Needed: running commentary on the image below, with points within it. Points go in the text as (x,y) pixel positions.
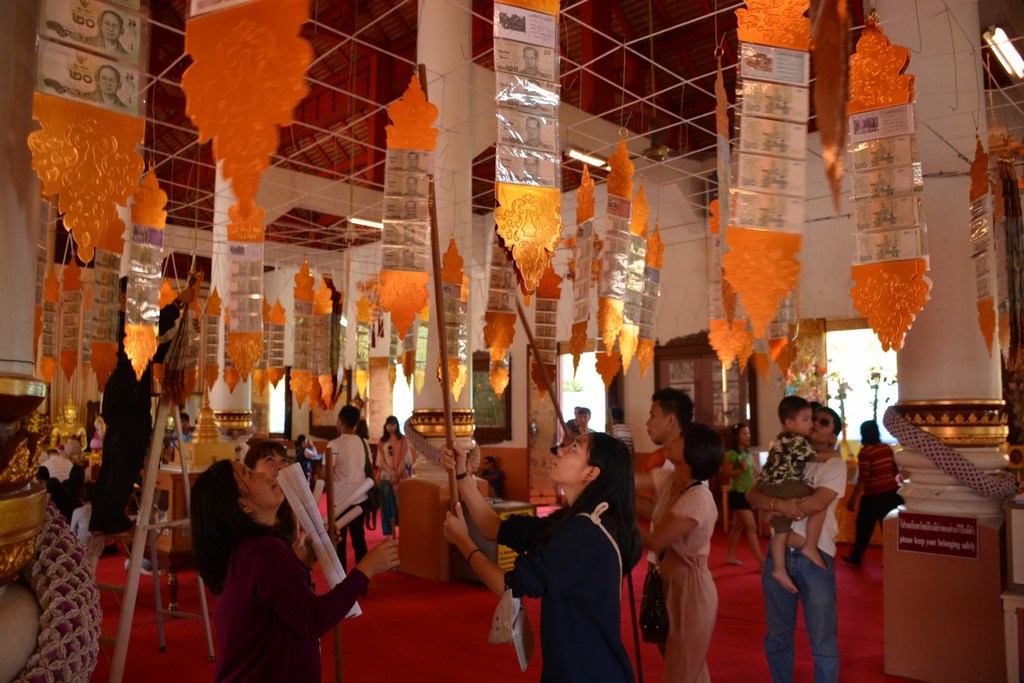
This picture is clicked inside. In the foreground (237,464) we can see the group of persons (467,505) holding some objects (293,506) and standing on the floor (747,604) and we can see the pillars (922,57) and there are some objects (876,57) hanging on the roof (587,14). At the top (610,46) we can see the ropes (640,46) and we can see many objects (855,457) are placed on the ground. In the background (888,458) we can see the group of persons (879,504), picture frame (475,376) hanging on the wall (502,443) and many other objects (957,541).
